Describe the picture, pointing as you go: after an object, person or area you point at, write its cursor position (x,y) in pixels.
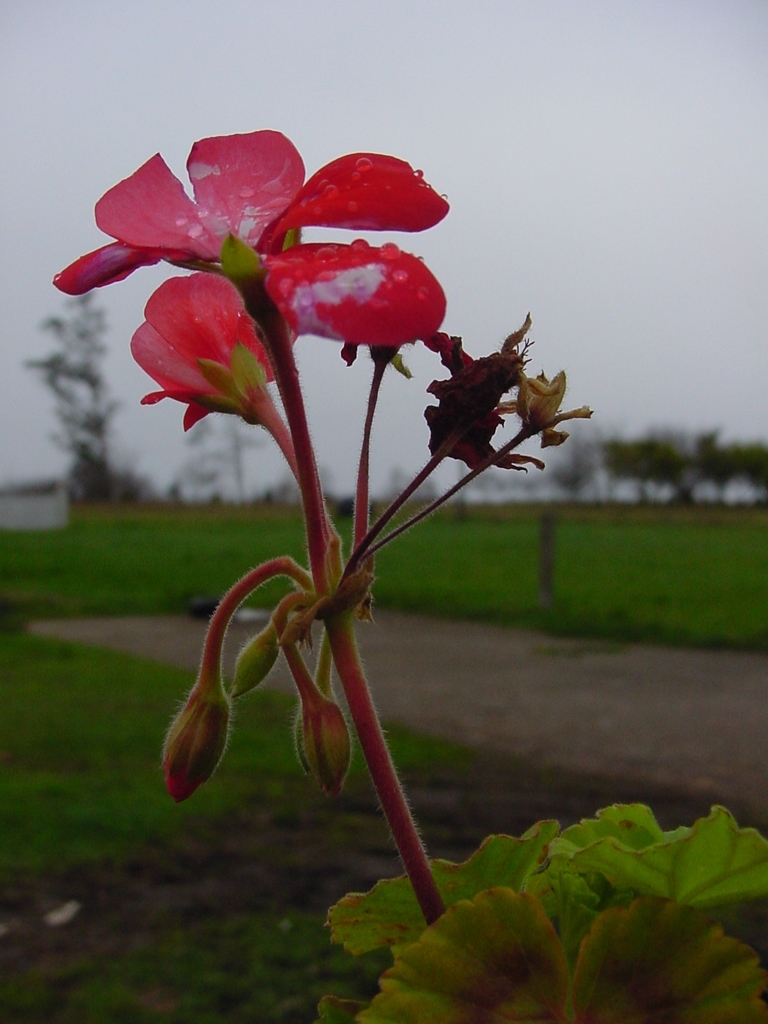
In the image we can see a flower (222,198), red in color. This is a flower stem (333,589) and leaves (651,924) and we can even see grass (645,566), trees (656,447) and a sky (553,163).
